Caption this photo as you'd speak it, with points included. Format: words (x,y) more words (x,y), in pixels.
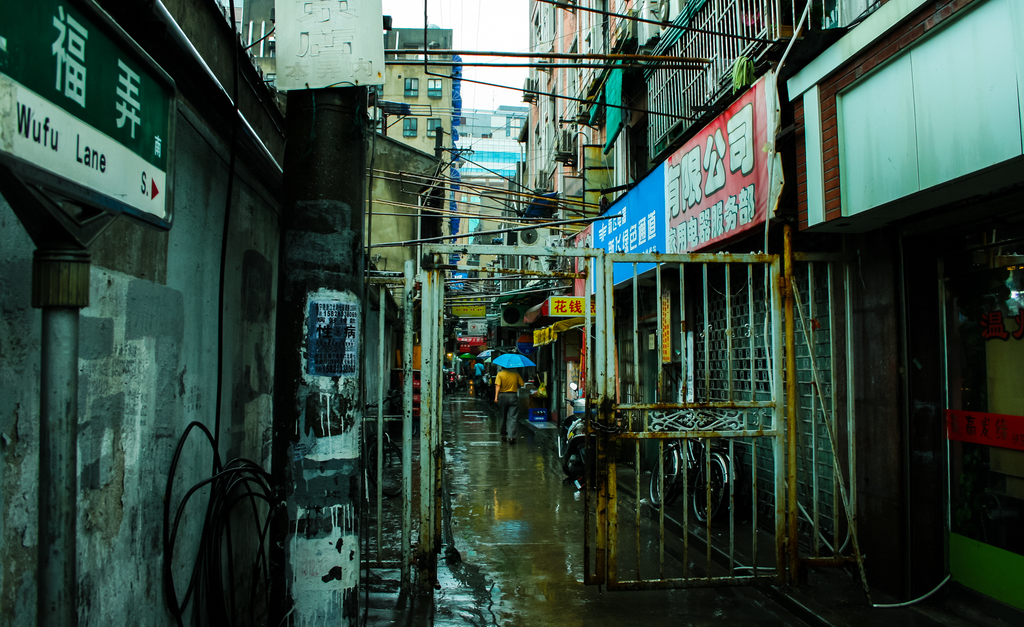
In this picture we can see a person (519,377) holding an umbrella (513,366) and walking on a path (480,431). We can see a direction board (4,51) on a pole (58,563), wires (164,504) and posters (353,321) on the left side (305,347). There are some poles (522,291) on top (499,187). We can see a few boards (847,174) on the buildings (154,312). There are a few people (476,369) and other objects (491,201) are visible in the background (470,287).
